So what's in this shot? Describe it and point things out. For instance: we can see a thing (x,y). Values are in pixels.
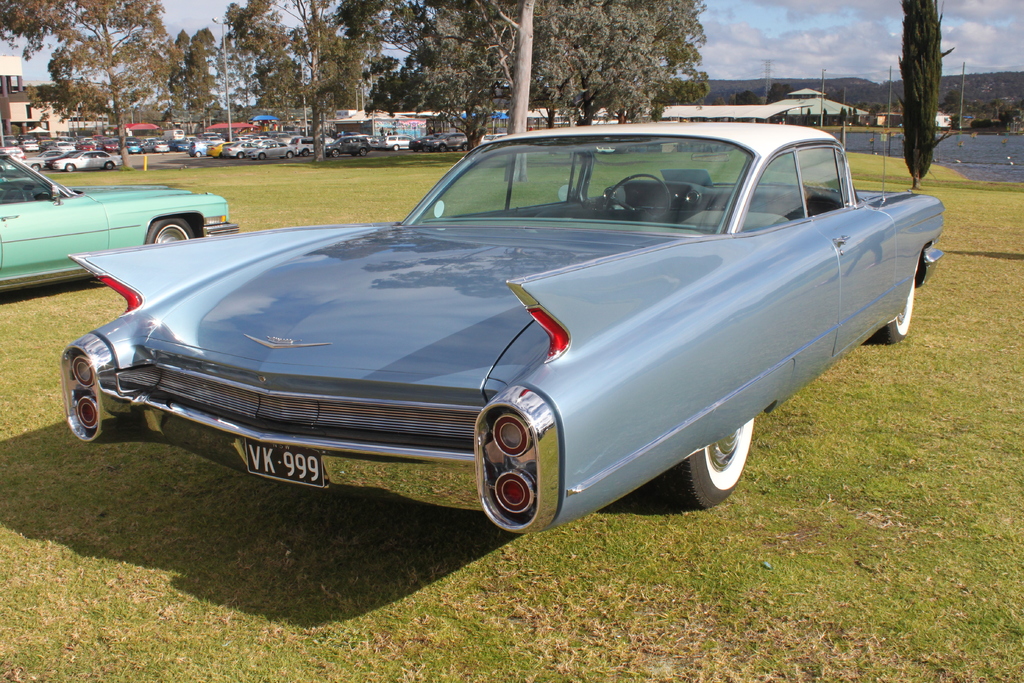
In this image we can see group of vehicles (360,149) parked on the ground (759,496). In the background (1005,148), we can see a group of trees (103,100), buildings (17,113), poles (822,111), water (995,156) and the sky (821,43).
